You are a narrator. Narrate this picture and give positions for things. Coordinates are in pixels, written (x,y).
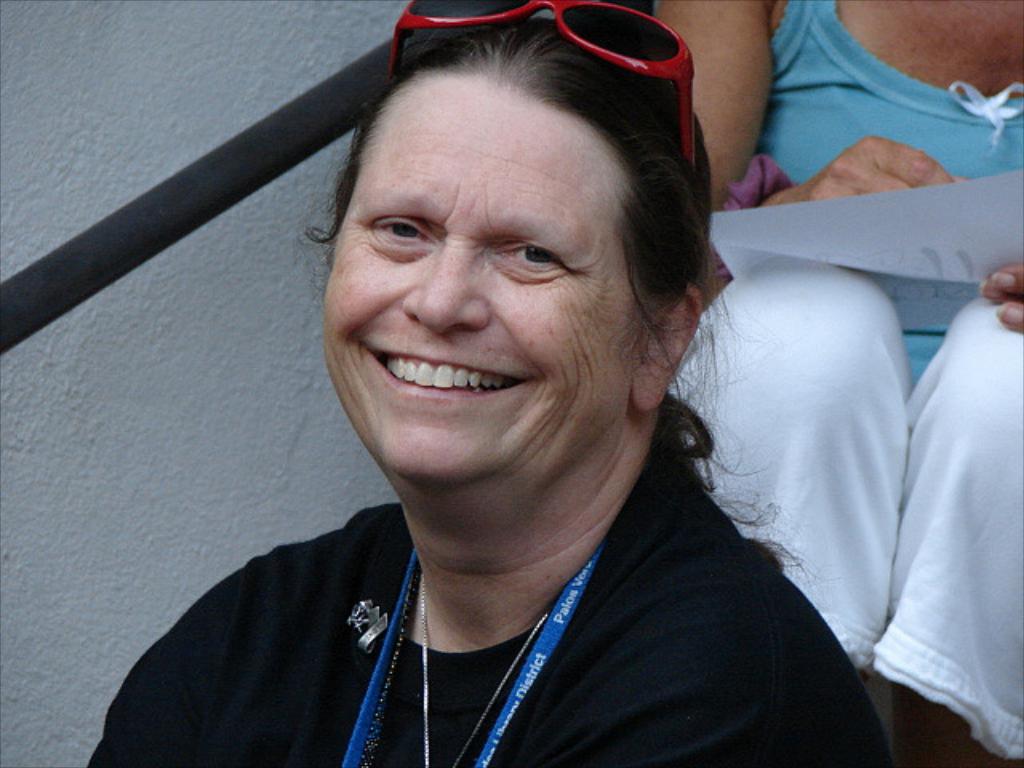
In the image I can see a person (364,382) who is wearing the spectacles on the head (697,282) and behind there is an other person (806,364) who is holding the paper (834,234).
